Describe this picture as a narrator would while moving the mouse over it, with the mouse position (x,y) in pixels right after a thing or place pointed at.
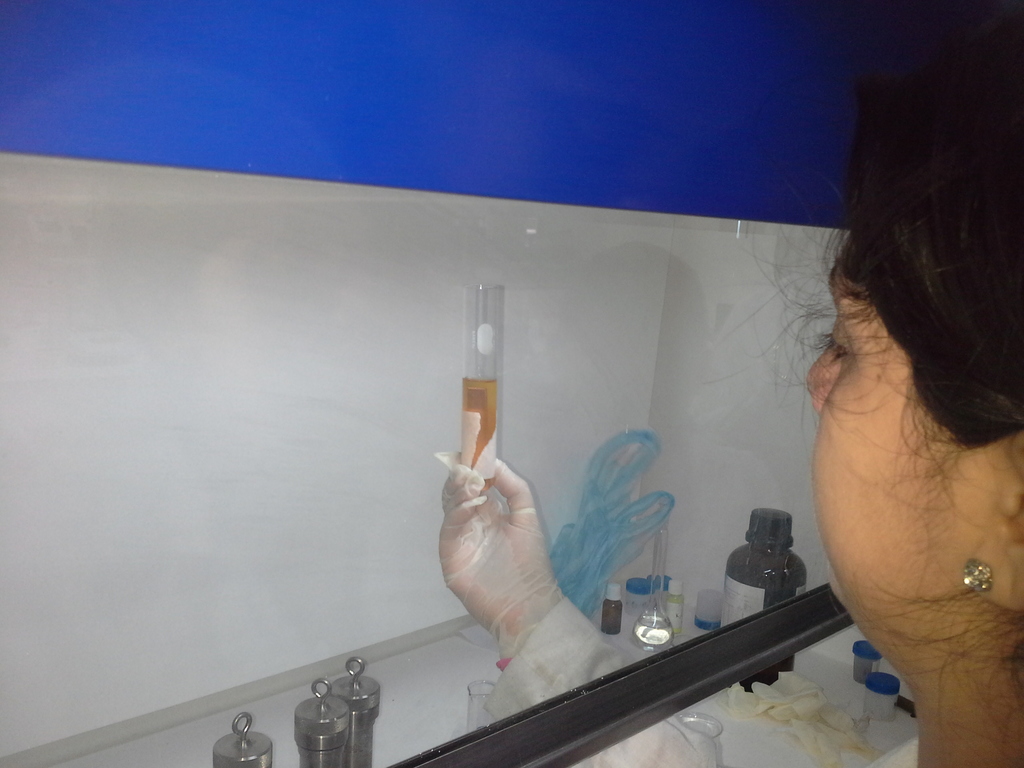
In this picture we can see a lady (831,339) working in a lab Testing centre (23,294) and she has collected some fluid (481,425) for testing. Here we have medicines (706,625), bottles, here we have gloves (781,700). Here we have a plastic paper (600,495).
